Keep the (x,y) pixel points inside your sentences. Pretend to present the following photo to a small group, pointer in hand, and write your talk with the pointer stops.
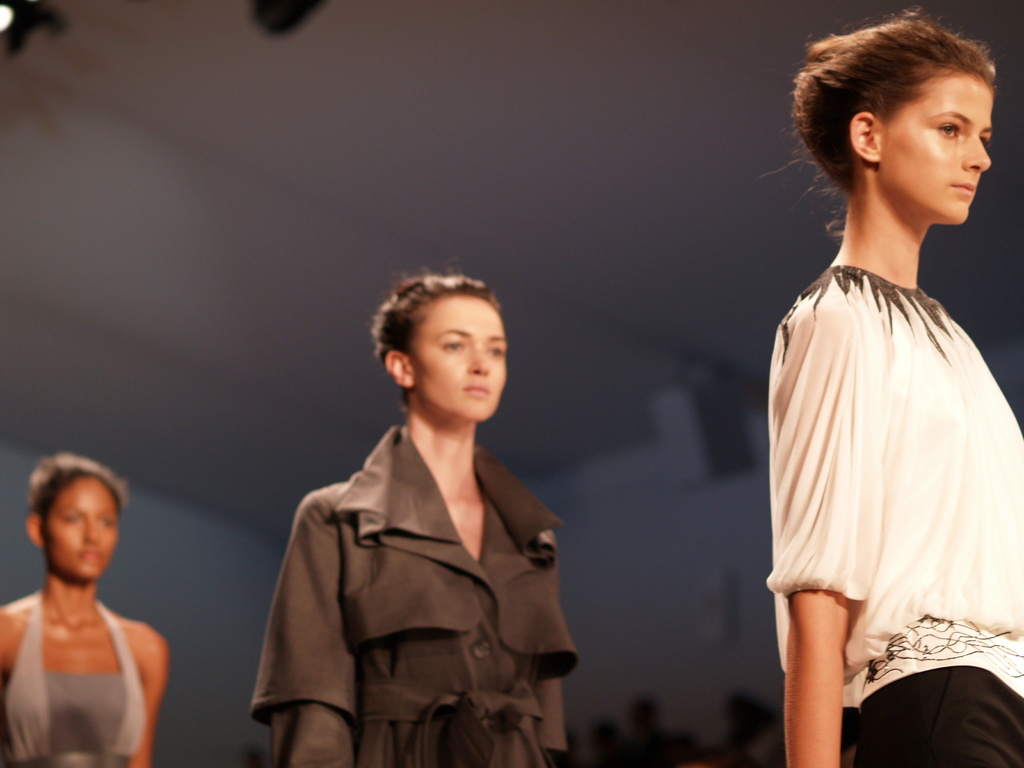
In the front of the image (799,591) there are three women (841,584). In the background of the image (645,503) it is blurry.
